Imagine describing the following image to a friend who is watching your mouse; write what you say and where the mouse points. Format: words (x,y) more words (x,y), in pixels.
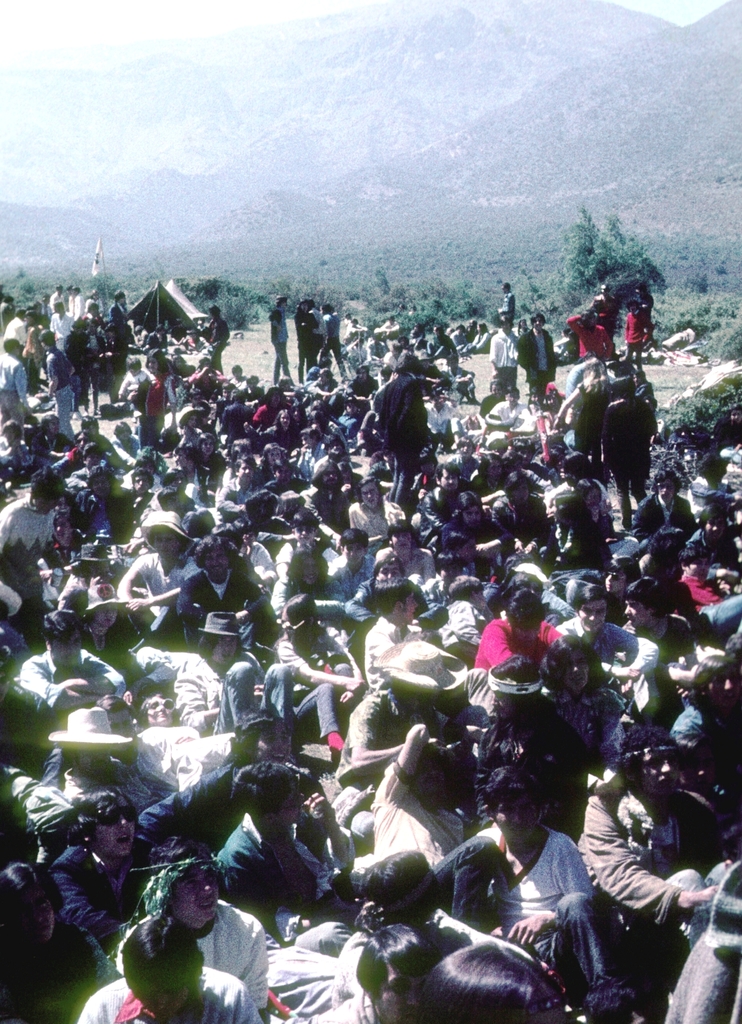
In this image we can see a group of people (400,625), some are sitting and some of them are standing, there is a tent (181,306), hills (538,254), at the top (695,2) we can see the sky (685,7).
